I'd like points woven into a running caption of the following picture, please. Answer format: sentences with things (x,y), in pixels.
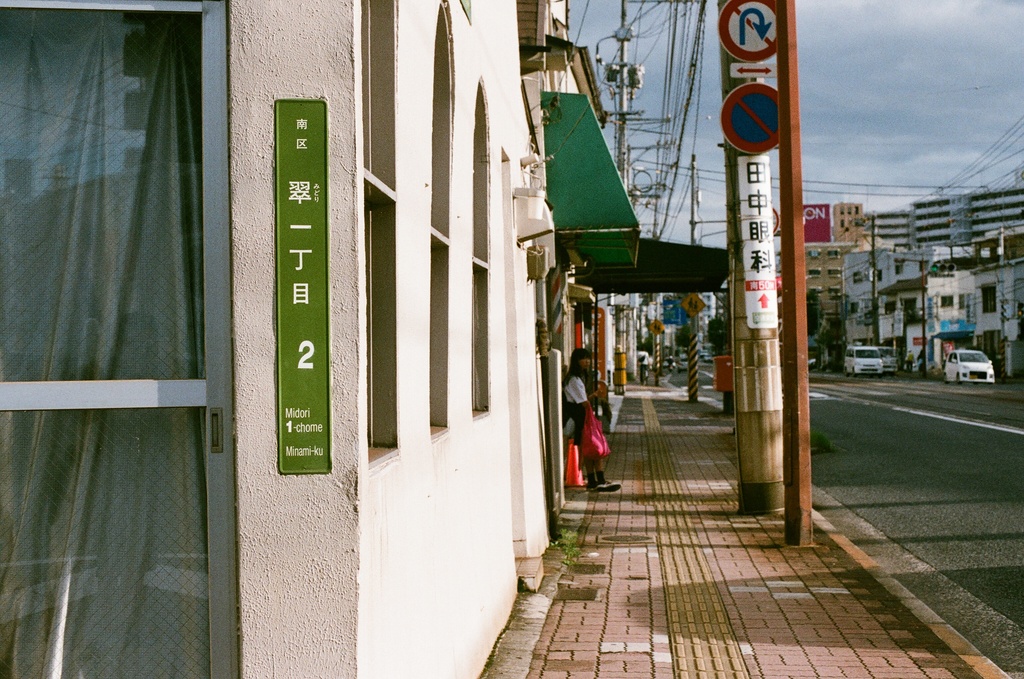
This picture is clicked in the city (672,457). On the right side (921,296), we see buildings (994,296), street lights (947,273), electric poles (1001,269) and wires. We see vehicles (986,361) moving on the road (906,456). In the middle of the picture (636,317), we see poles (797,184), electric poles (730,202), street lights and wires (661,145). Beside that, we see a girl (597,489) in white top (577,378) with a pink bag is standing. Behind her, we see a building (431,268) in white color. On the left side (178,301), we see a door (118,486). There are buildings (711,313), street lights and wires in the background (640,299). At the top (828,83), we see the sky (814,100).
